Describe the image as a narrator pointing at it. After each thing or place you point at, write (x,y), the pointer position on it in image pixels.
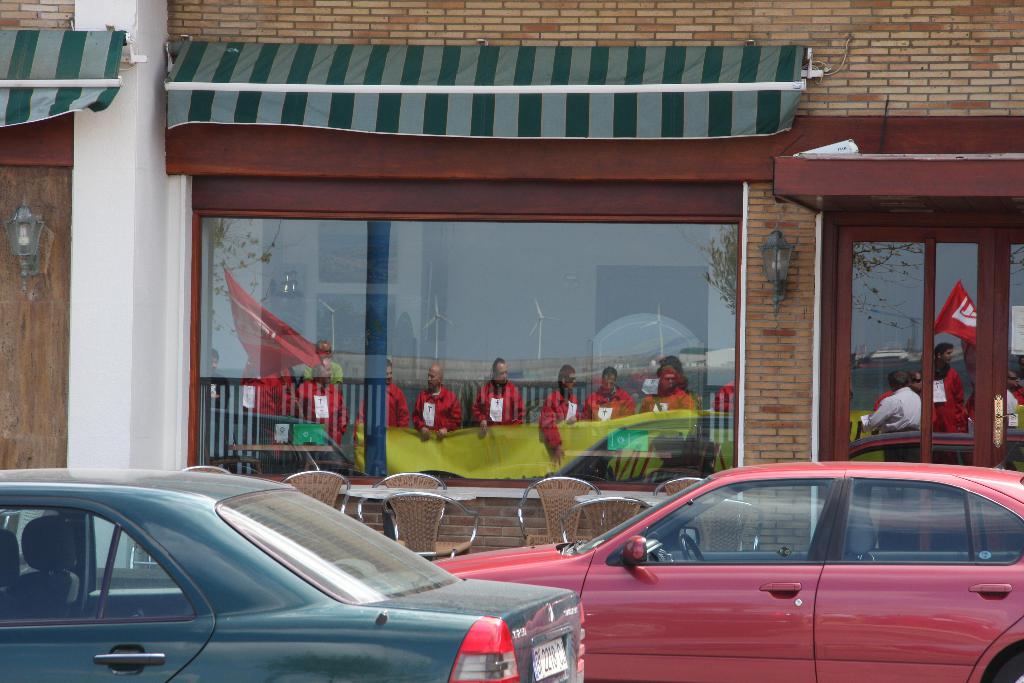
On the left side (296,616), there is a vehicle (340,552) on a road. On the right side (948,622), there is a red color vehicle (924,537) on the road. In the background (588,524), there are tables (645,497) and chairs (409,483) arranged and there is a building (152,193) having glass doors (964,304) and windows (472,281). On these glass doors (885,341) and windows (276,295), we can see there are mirror images (721,346) of persons (938,351) in red color shirts (307,406), a fence (459,386), wind fans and trees (875,256).
